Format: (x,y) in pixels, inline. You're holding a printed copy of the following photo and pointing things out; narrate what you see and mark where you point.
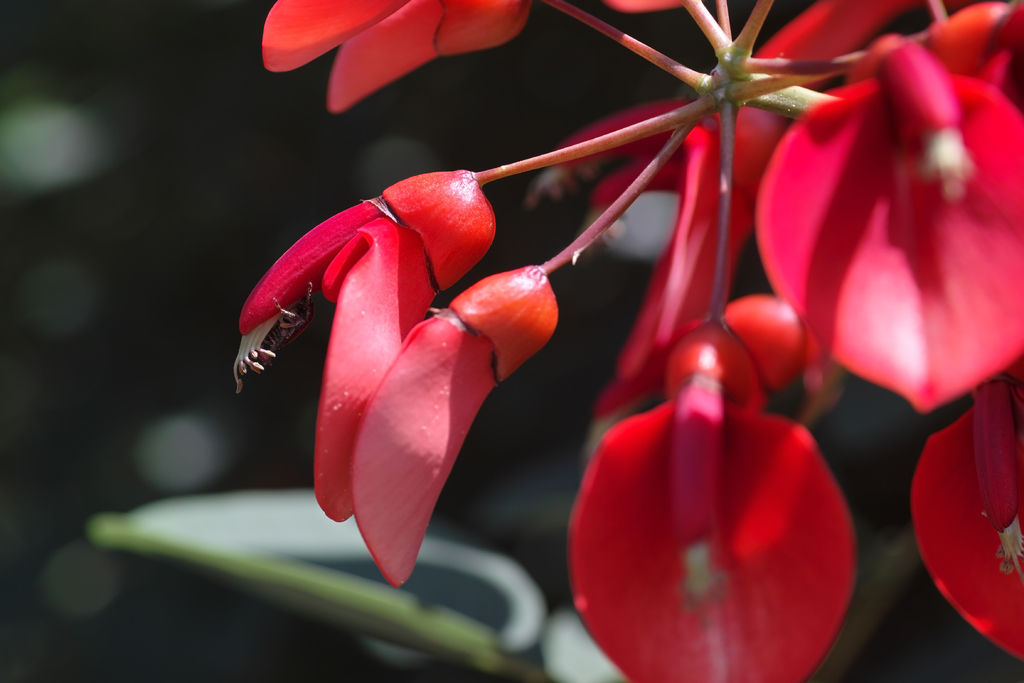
This image consists of a plant (597,148) to which there are flowers (479,368) in red color. In the background (167,233), there are plants (171,450) and it is blurred.
